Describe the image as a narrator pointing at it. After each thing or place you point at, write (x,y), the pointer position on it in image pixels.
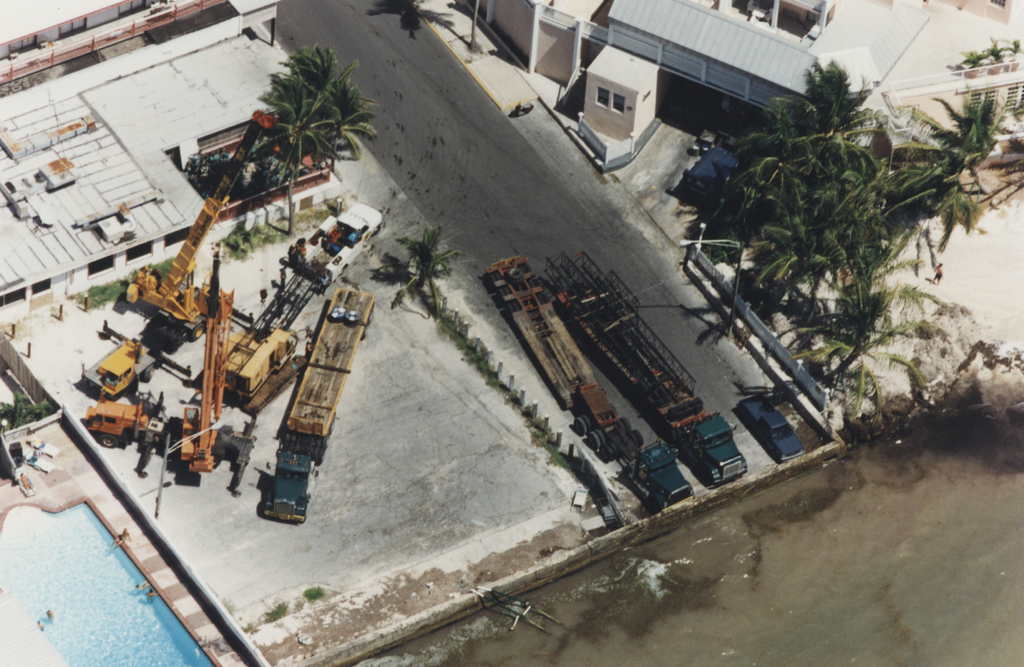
In this picture we can see the trees (871,196), building (876,76), vehicles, green grass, poles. We can see the people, swimming pool (56,531), walls (94,458). We can see a person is resting on a hammock chair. We can see the hammock chairs (22,489) and few objects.
